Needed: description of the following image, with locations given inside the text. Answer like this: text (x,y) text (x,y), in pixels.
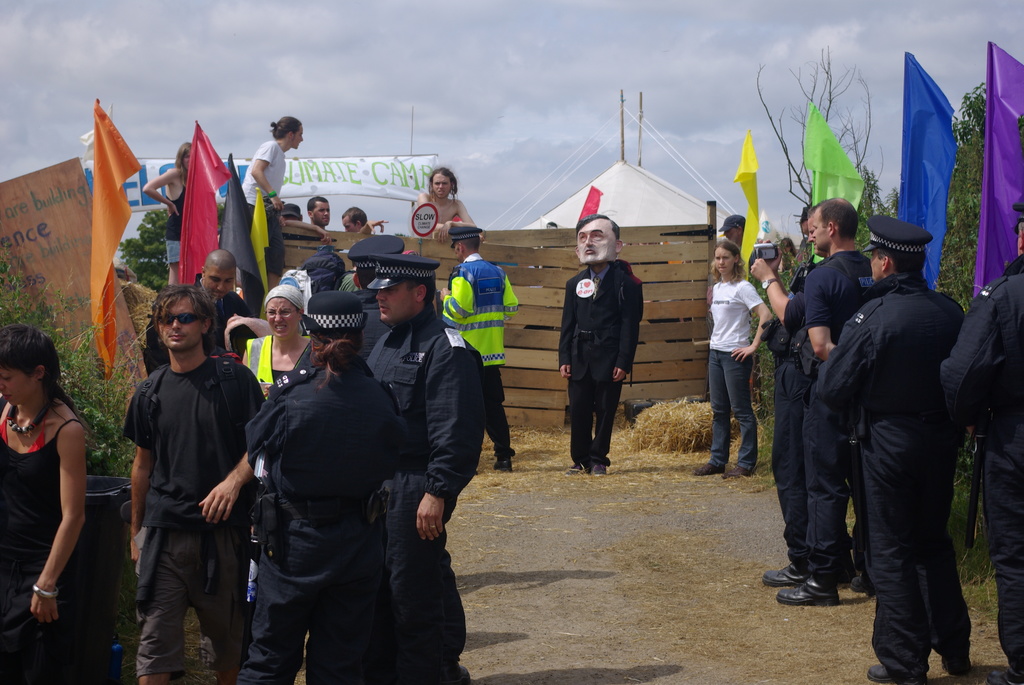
In the image there are police men (425,573) standing on either side on the path (530,605), on the back (621,270) there is a man (605,254) with clown face (600,255) standing in the middle (607,241) and behind there is wooden fence (533,297) and people (450,176) standing behind it with banners (131,194), on the right side (965,251) there are trees (972,182) in the background (952,250) and above its sky (312,64).
